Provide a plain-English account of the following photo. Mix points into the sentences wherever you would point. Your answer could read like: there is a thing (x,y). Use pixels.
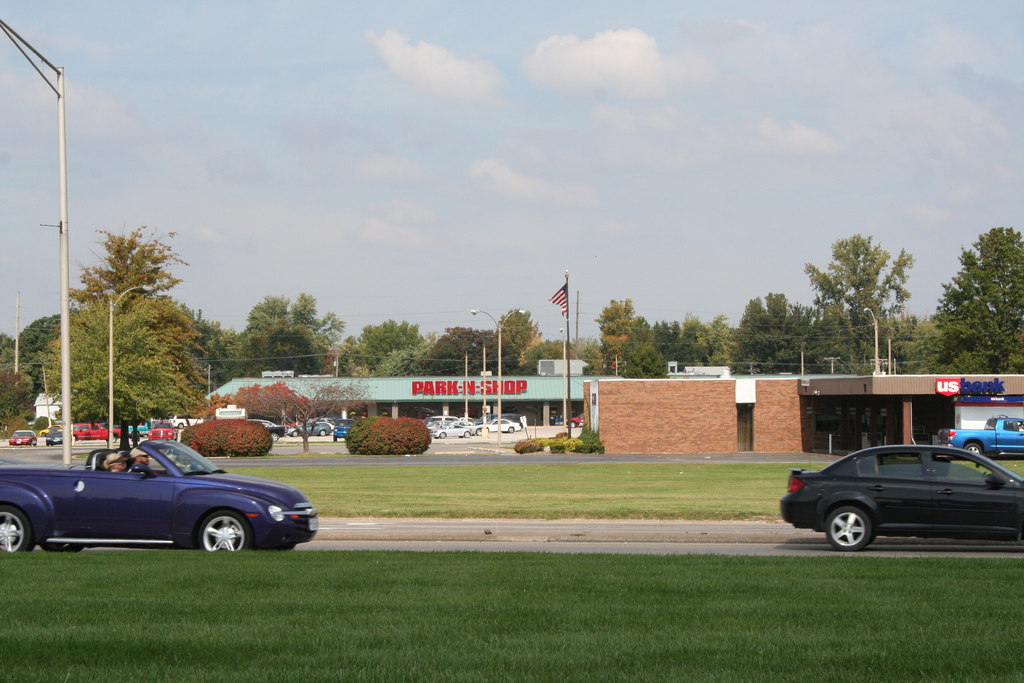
In this image there are cars (215,519) on road (381,519), in the background (346,497) there is garden (491,484), trees (133,412) poles (499,423) cars (452,421) and shops (749,410) and there is a sky (855,122).
